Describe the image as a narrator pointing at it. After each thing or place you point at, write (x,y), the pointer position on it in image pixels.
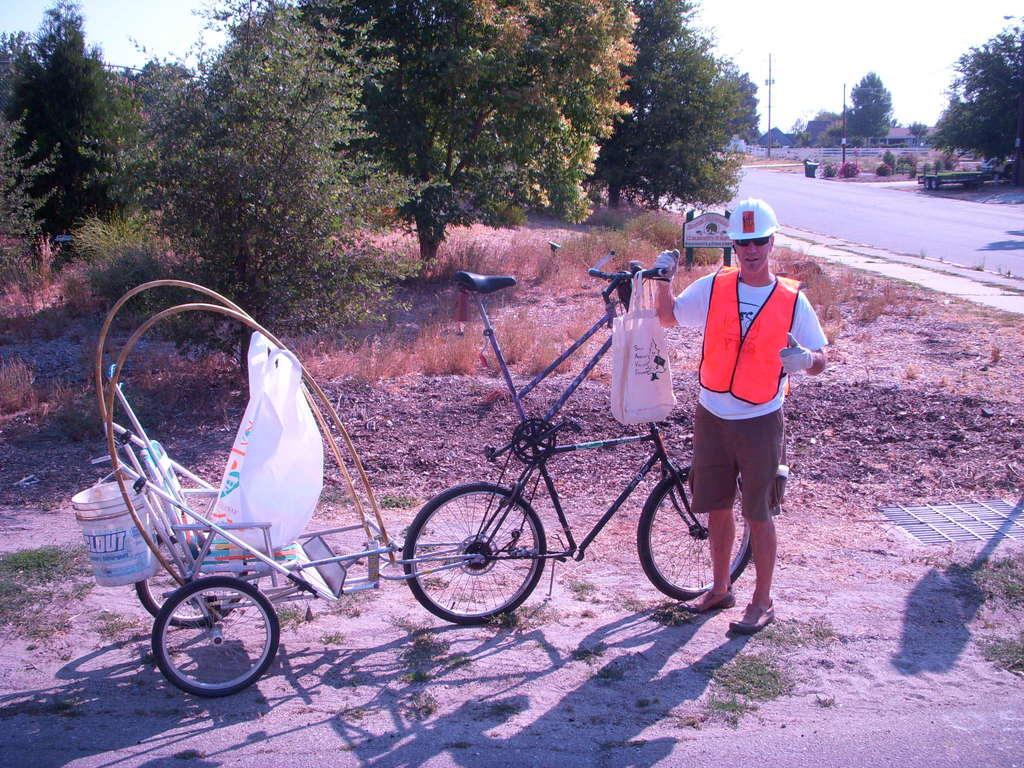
There is one person (703,443) standing at the bottom of this image (750,522) is holding a bicycle (583,375). There are some trees (573,178) in the background (538,144). There is a road (840,231) on the right side of this image (878,229).
